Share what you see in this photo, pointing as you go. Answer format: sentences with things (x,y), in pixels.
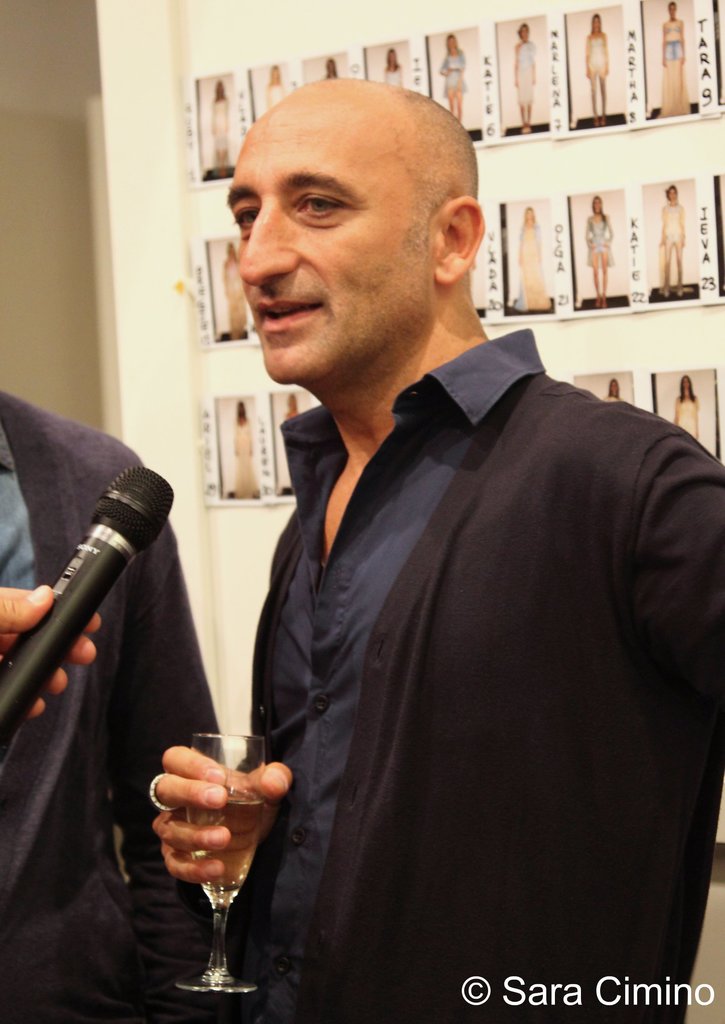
In this image there are three persons (338,815) standing on the floor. At the back side (217,253) there is a wall (364,16) where photo frames (480,115) are attached to the wall (612,332).
